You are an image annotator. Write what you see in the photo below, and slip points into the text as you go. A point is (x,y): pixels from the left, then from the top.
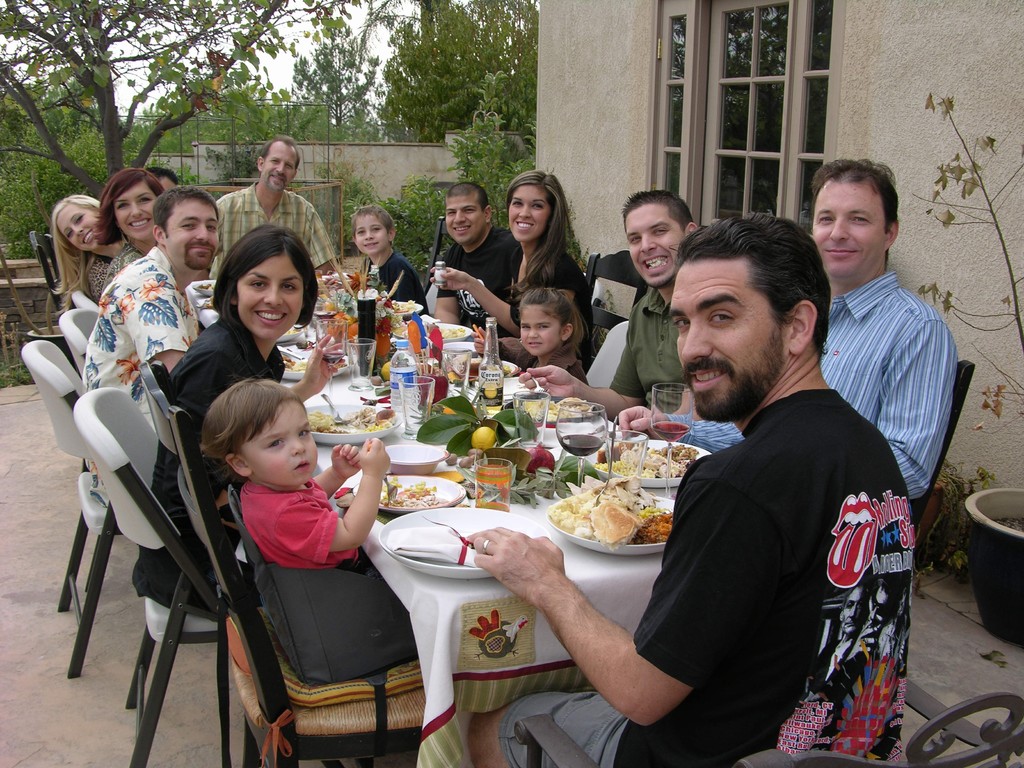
In this image I see a number of people (119,338) who are sitting on the chairs (57,383) and there is table (332,446) in front of them and there is lot of food (683,459) in the plates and glasses (331,357) on it. In the background (470,136) I can see the wall (605,198), a window (660,33), few plants (28,163) and the trees (10,172).
